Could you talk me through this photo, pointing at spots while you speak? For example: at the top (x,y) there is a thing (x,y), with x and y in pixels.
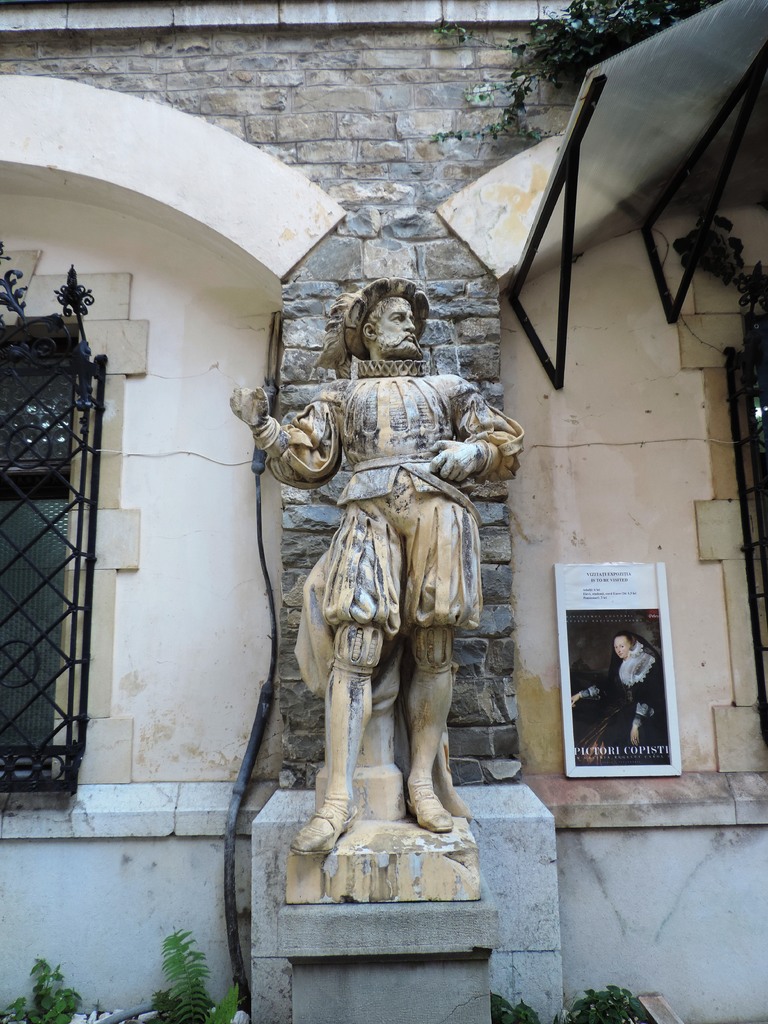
In the image we can see a sculpture (397,548) of a person (361,545) standing. It looks like a building (246,181) and these are the windows (758,402), here we can see the plants (189,964) and the fence (71,357). We can even see the poster (596,708) and in the poster (647,680) we can see the text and picture (630,649) of a person (620,650), wearing clothes (633,666).
